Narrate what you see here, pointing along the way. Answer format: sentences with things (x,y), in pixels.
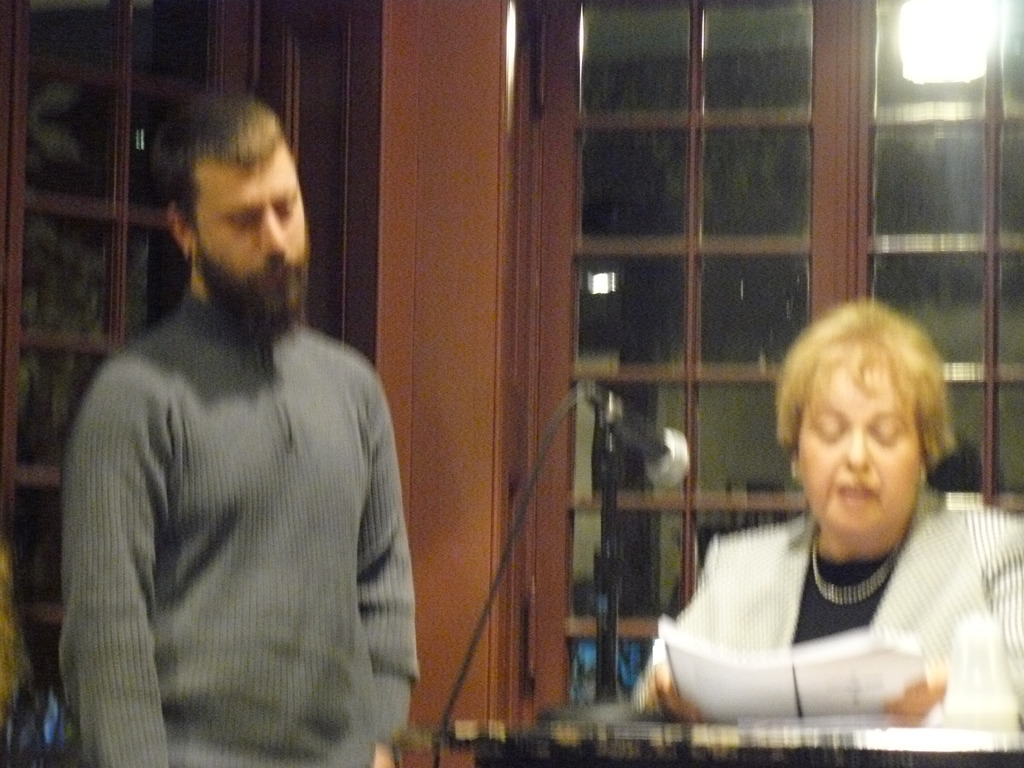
In this picture we can observe two members (778,619). One of them was a woman (769,558) sitting in the chair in front of a table (685,723). There is a mic (598,472) on the table (678,762) and the other was a man (155,507) standing beside her. In the background (864,132) there is a door (636,275) and a light (937,51).
